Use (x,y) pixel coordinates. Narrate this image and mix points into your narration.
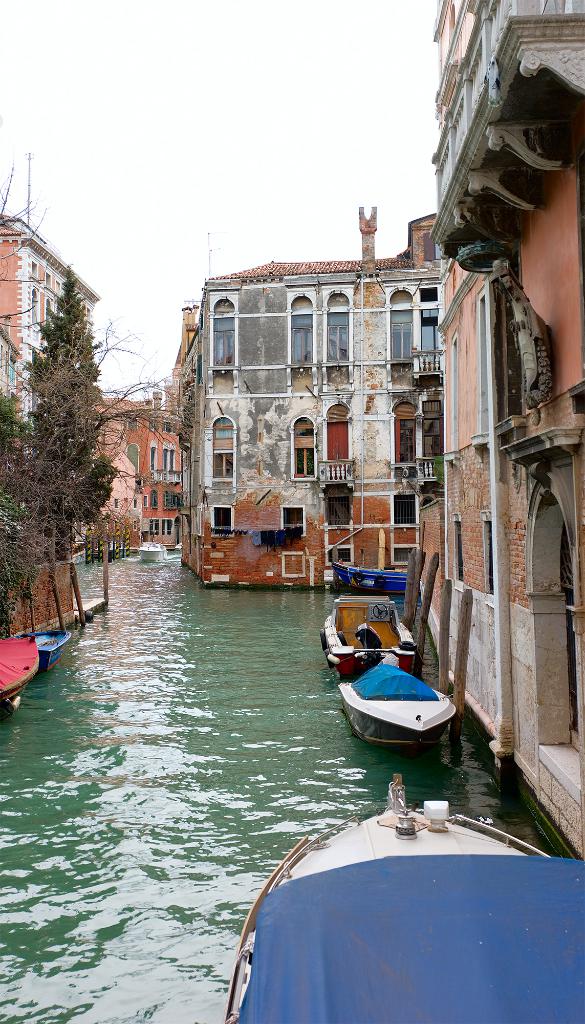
In this picture we can see boats (476,1018) on water (166,635), trees (40,530), buildings (117,437) with windows (155,530) and in the background (118,192) we can see the sky (253,253).
